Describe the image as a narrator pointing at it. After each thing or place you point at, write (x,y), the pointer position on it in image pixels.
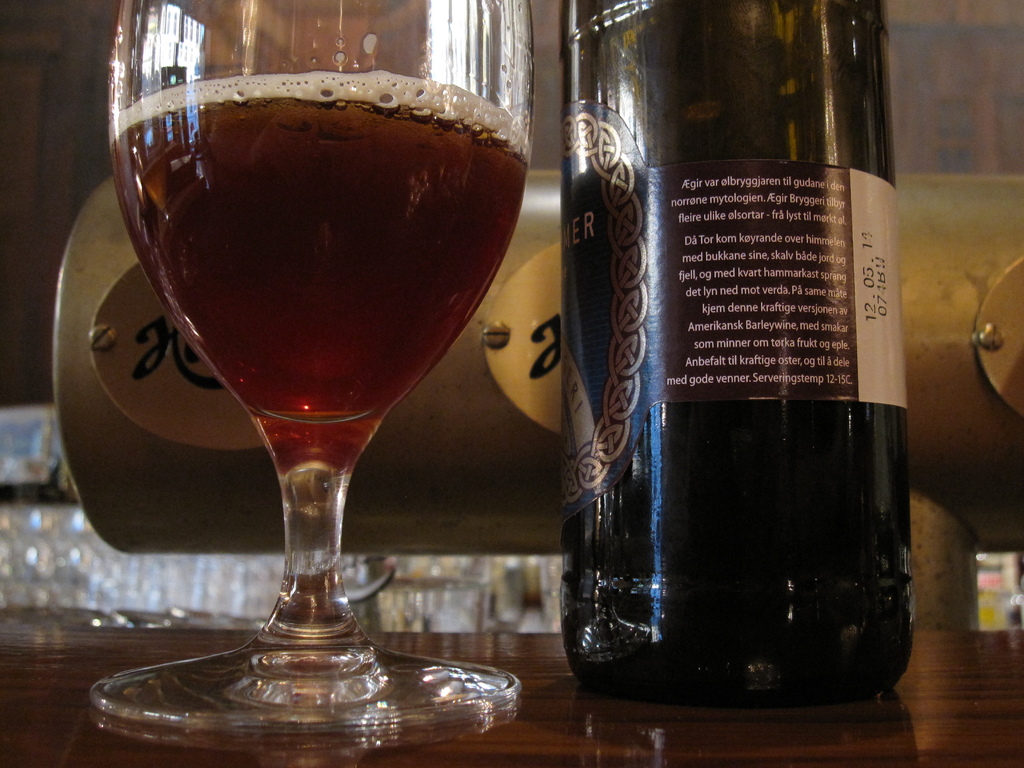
In this picture there is a bottle (571,44) and there is a glass (405,279) and there is an object (966,361) on the table (732,725) and there is text (772,271) on the bottle (658,265) and there is text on the object (110,263). At the back (59,581) there might be glasses (405,558) and there is drink (347,167) in the glass (319,439).
